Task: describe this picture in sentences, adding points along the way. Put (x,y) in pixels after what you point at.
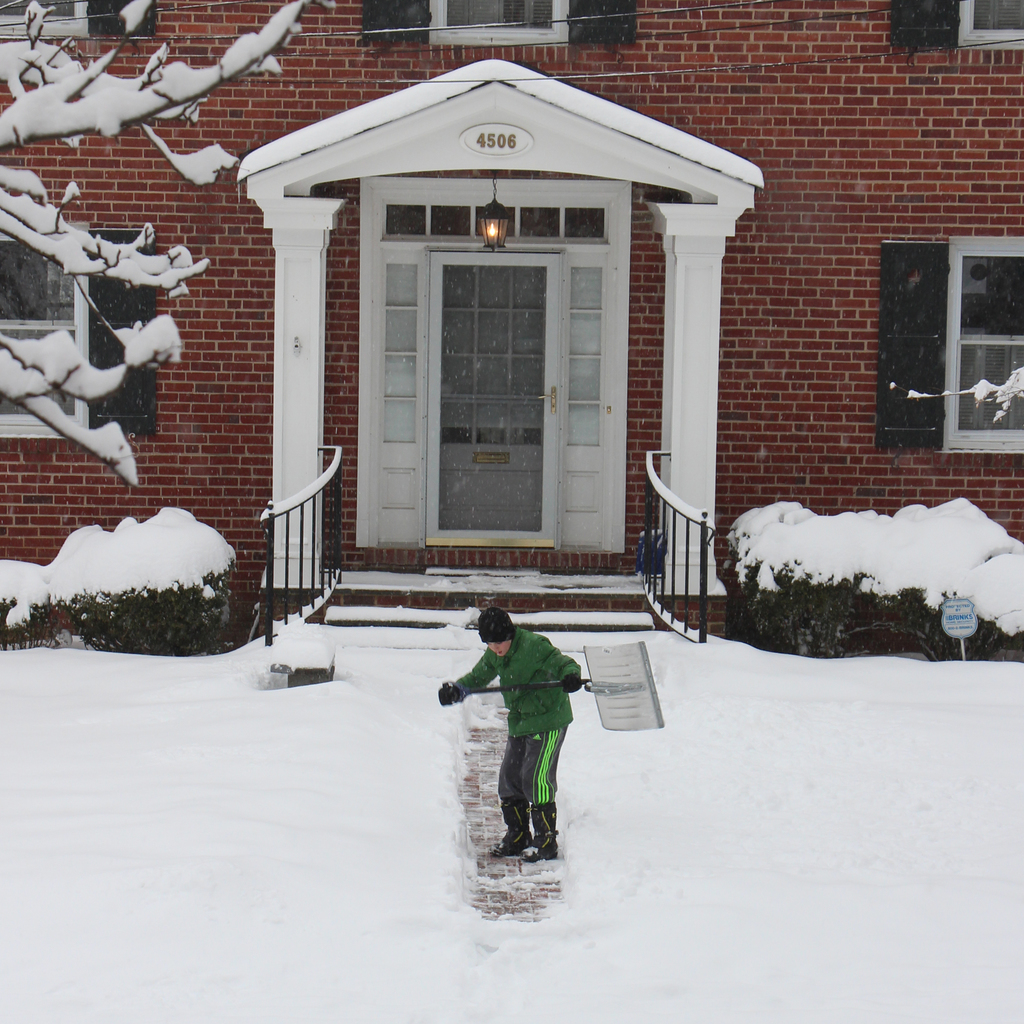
In this picture we can see a boy (487,679), he is standing on the snow (468,842), and he is holding an object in his hands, in the background (788,618) we can find few plants (133,548), trees (92,281), light (494,212) and a house (690,270).
